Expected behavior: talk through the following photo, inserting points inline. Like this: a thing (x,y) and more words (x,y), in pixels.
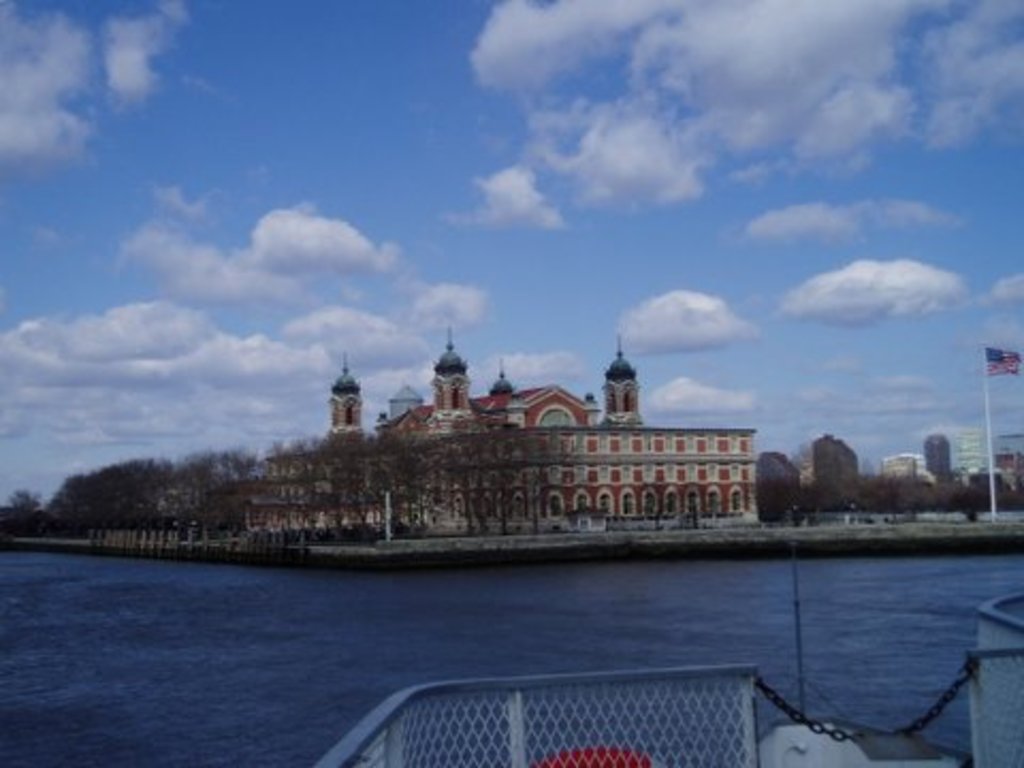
In the center of the image (448,448) we can see trees (416,452) and building (600,447). At the bottom of the image (863,688) we can see deck (701,694) and water (428,666). In the background (54,381) we can see buildings (881,471), sky (759,320) and clouds (745,81).
